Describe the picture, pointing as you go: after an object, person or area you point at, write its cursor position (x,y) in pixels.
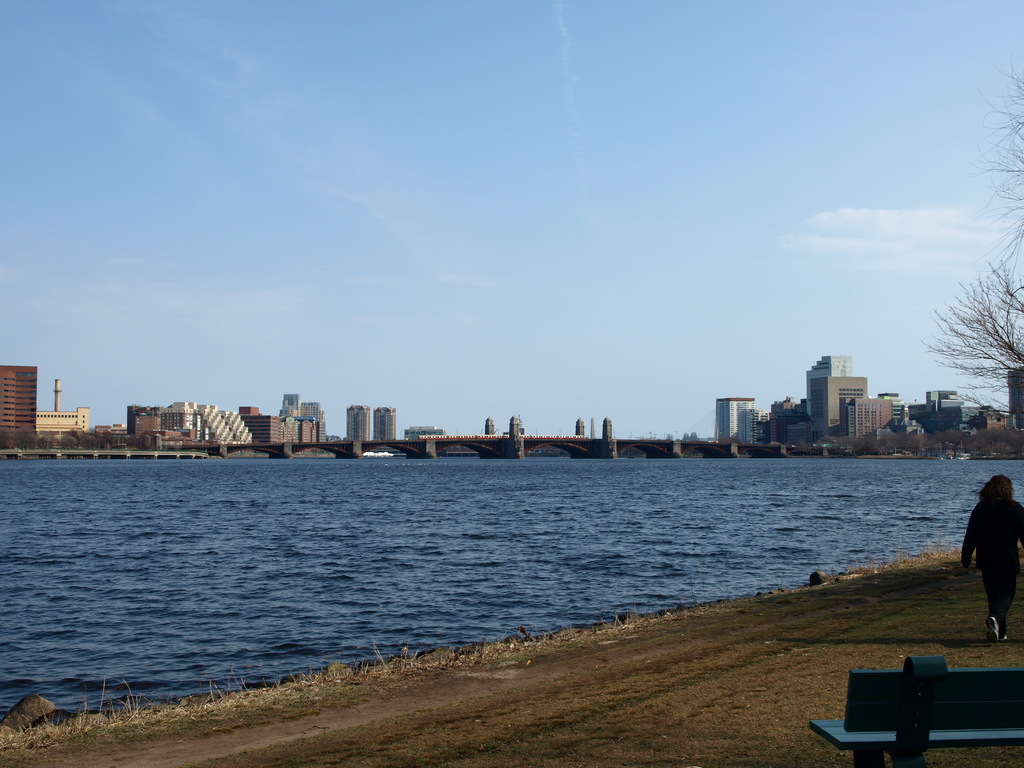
In this image I can see a person (1000,599) walking, I can also see a bench (886,681) in blue color. Background (99,390) I can see water (543,611) in blue color, few buildings (841,417) in white and cream color and the sky (563,283) is in white and blue color.
